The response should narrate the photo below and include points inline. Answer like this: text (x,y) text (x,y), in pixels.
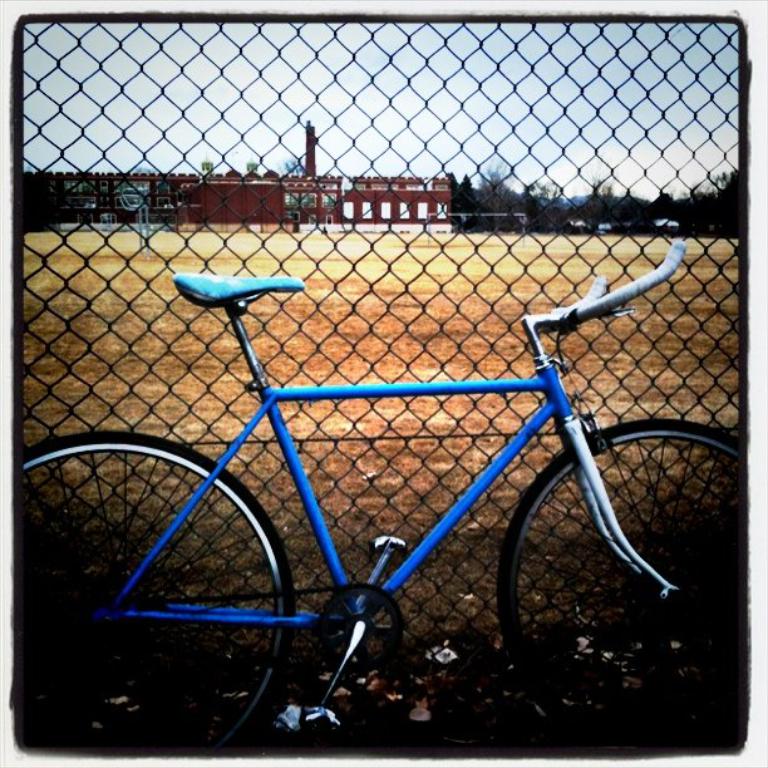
In this image I can see a bicycle (401,638) in blue color, background (309,144) I can see the railing (448,161), a building (242,217) in brown color, trees (563,216) in green color and the sky (355,67) is in blue and white color.
